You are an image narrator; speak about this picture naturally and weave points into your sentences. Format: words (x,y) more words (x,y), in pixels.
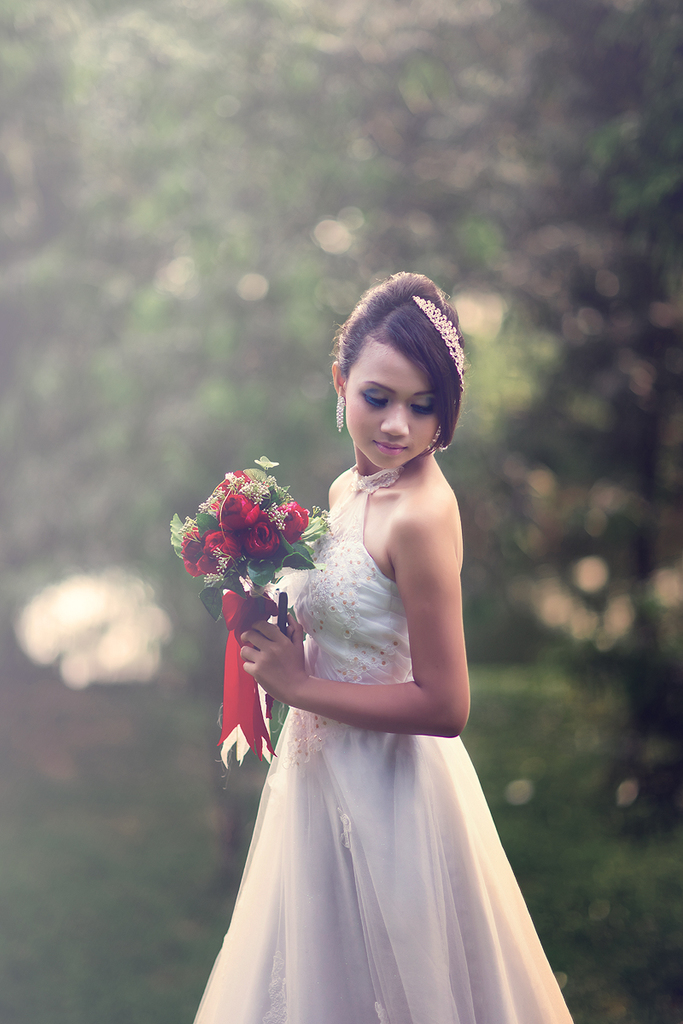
This is the woman (370,792) holding a flower bouquet (263,459) in her hands (288,655) and standing. She wore a white frock (343,733). The background (571,744) looks green in color, which is blurred.
